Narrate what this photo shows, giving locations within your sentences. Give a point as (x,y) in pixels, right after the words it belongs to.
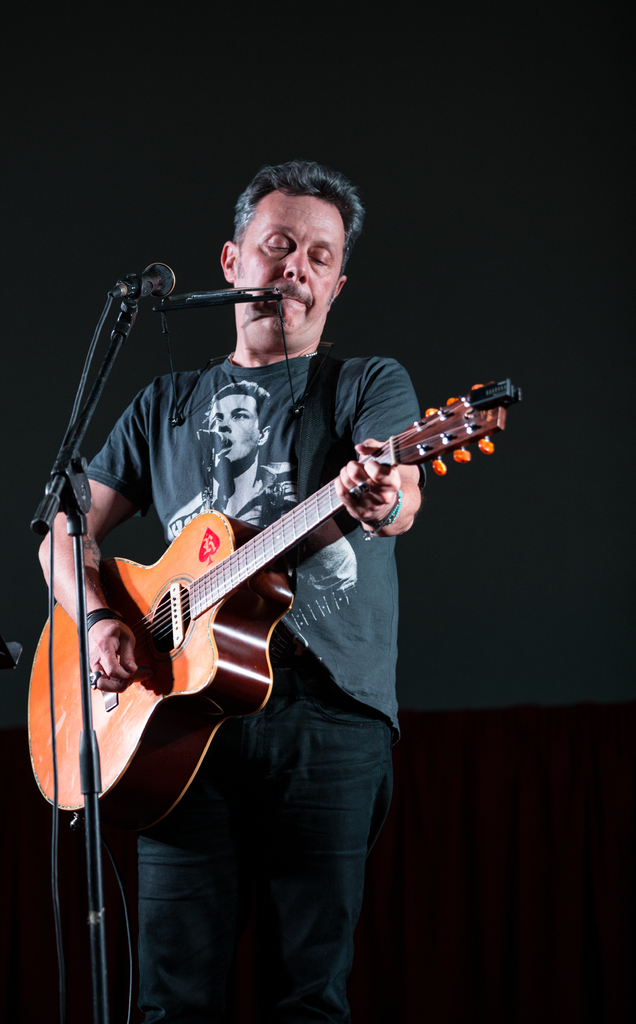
This picture shows a man (306,257) standing and playing guitar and we see a microphone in front of him.
